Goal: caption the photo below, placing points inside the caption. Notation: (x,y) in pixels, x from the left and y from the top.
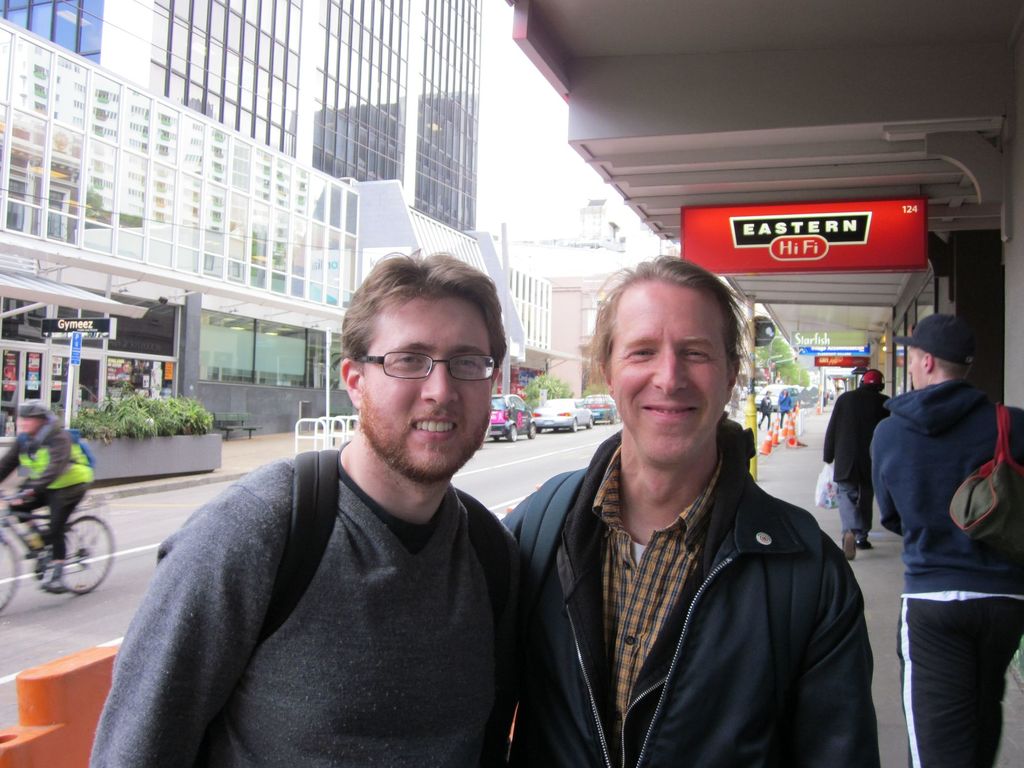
In this picture there are two people (430,525) standing and smiling. At the back (995,678) there are group of people (999,635) walking and there is a person (35,464) riding bicycle (70,583) on the road (20,607). At the back (58,373) there are buildings (80,305) and trees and there are vehicles (810,388) on road (108,507). On the right (912,245) there is a board (787,270) on the wall (857,87) and there is text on the board (897,239). At the top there is sky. At the bottom (27,584) there is a road (119,574) and there are objects (791,419) on the footpath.
